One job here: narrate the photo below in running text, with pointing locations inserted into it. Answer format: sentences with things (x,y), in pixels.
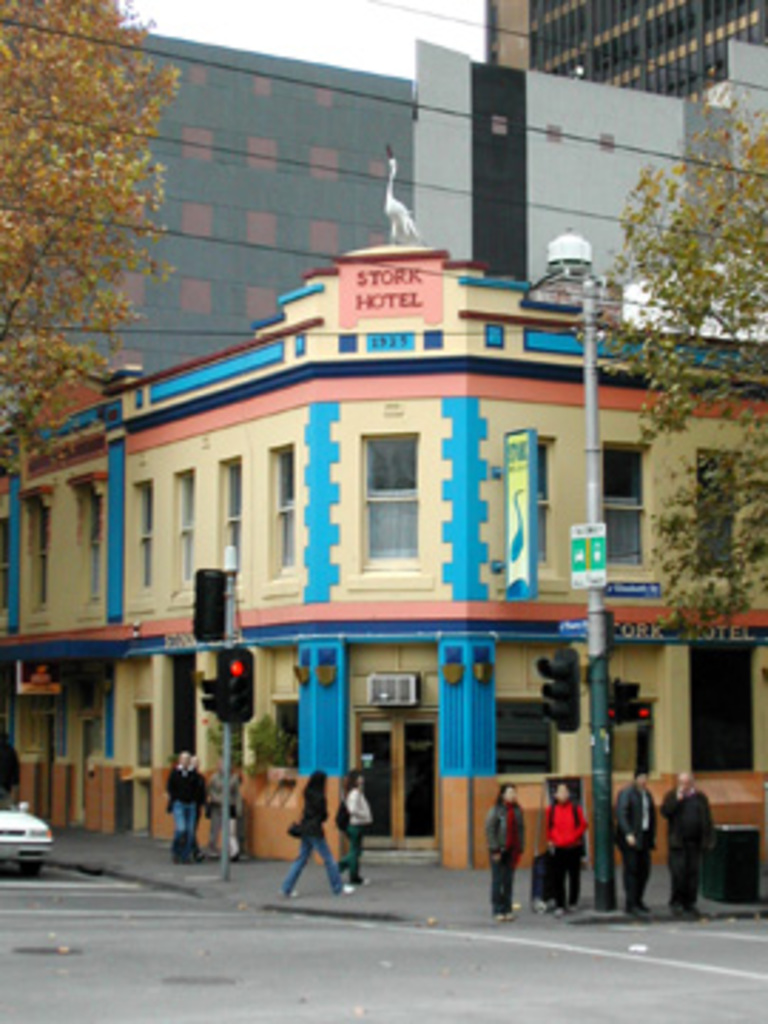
In this image I can see a white colored car (38,847) on the road (210,964) and I can see few persons (313,780) standing on the sidewalk (584,869), a metal pole (597,872) and few sign boards (564,622) attached to it, a traffic signal pole (238,661) and a building (329,564) which is cream, blue and pink in color. In the background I can see few trees (757,568), few wires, few buildings (243,176), a bird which is white in color and the sky (405,43).
